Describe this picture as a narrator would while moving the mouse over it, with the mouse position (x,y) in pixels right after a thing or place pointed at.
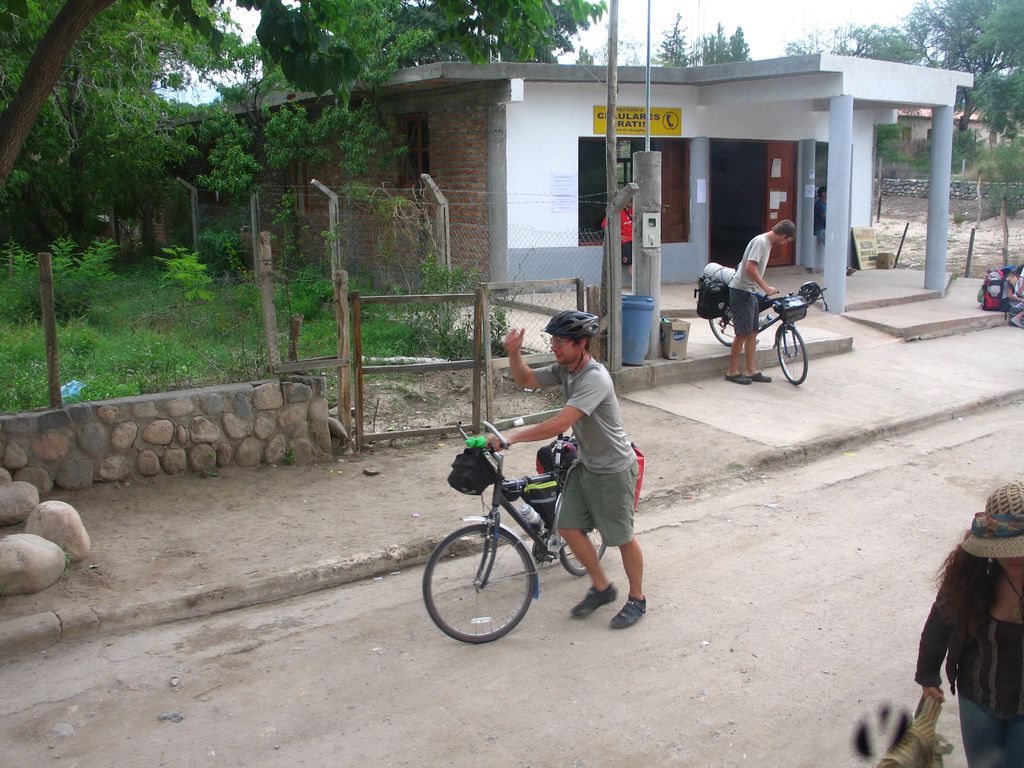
In the image we can see there are people (591,483) wearing clothes (991,681), shoes (641,605) and this person (578,327) is wearing a helmet (577,321). These are the bicycles (796,337), stones (67,535), pole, fence (482,283), grass (150,298), plant (75,257), tree (76,73), house (477,116), sky (791,11) and a dustbin (643,312). This is a footpath (701,396).
